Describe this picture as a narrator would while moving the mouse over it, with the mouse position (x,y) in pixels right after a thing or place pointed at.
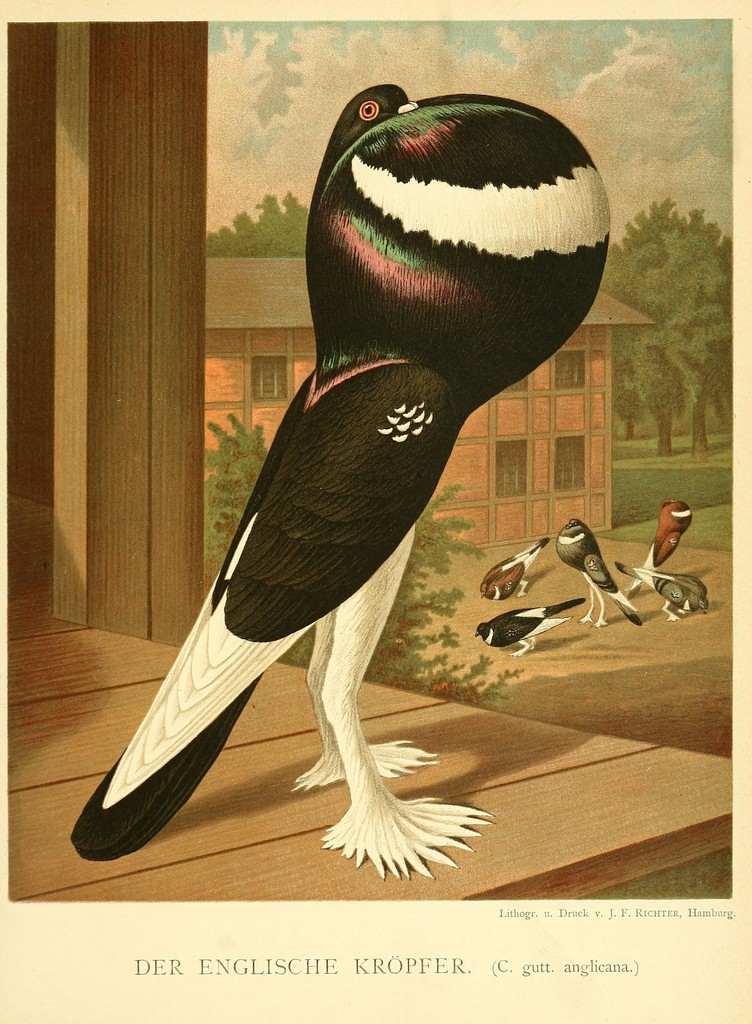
In the picture I can see the poster (385,690). On the poster (473,255) I can see the birds (508,214), a house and trees (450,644). There are clouds (656,111) in the sky (642,182).
